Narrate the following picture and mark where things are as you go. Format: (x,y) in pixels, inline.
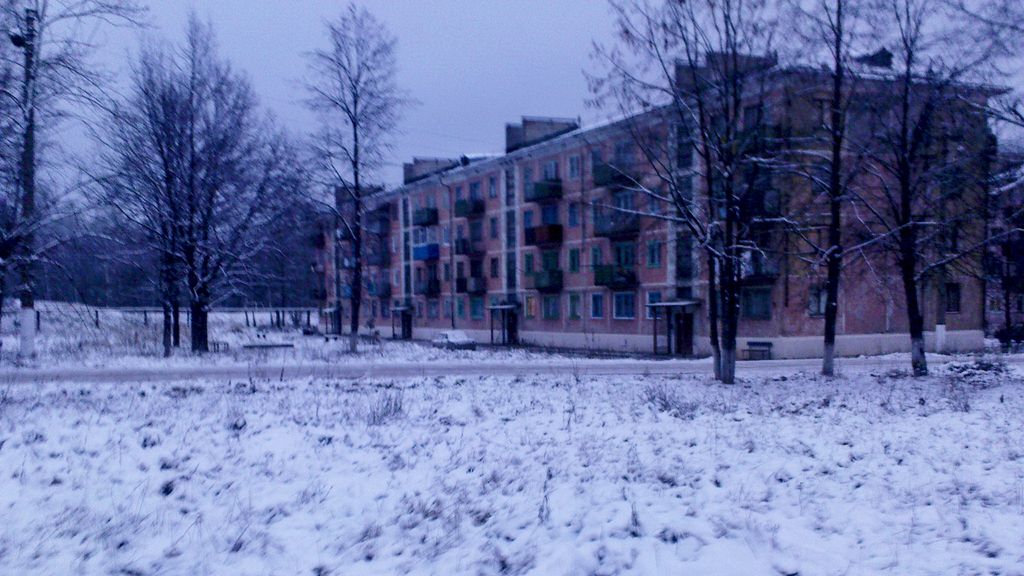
This image consists of a building (561,264). In the front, there are many trees (36,286). At the bottom (411,486), there is snow (493,486) on the ground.
